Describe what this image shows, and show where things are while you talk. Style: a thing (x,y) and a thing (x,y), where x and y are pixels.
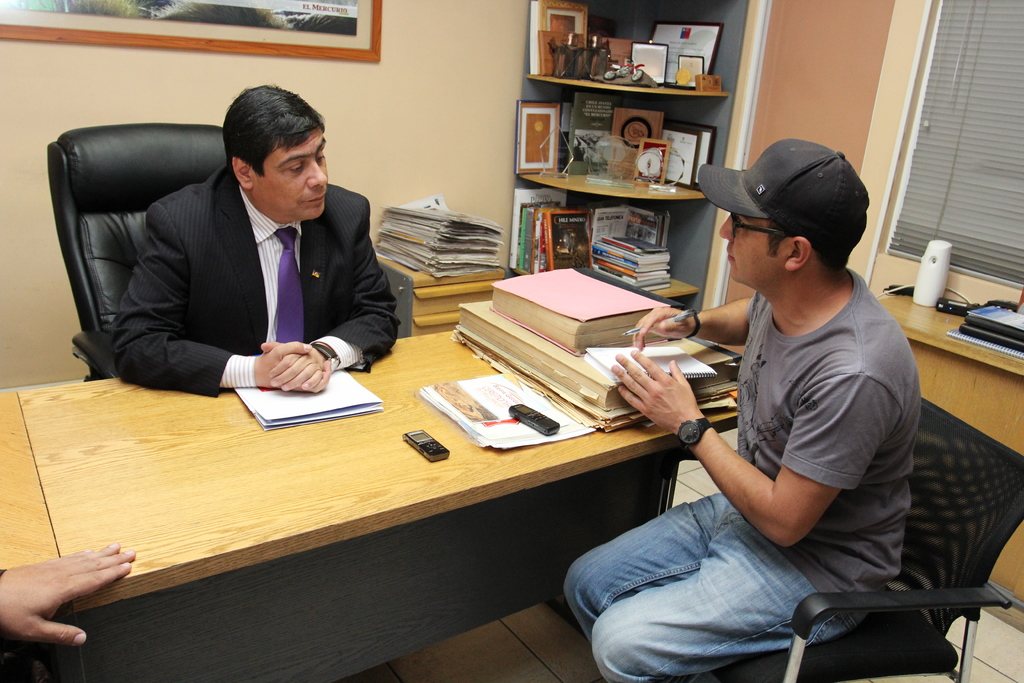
This image is clicked inside a room (28,288). There is a table (278,463) and two chairs (80,334). People (234,260) are sitting on two chairs (116,132). On the table (421,496) that are mobile phones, papers (463,430), books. On the right side (921,186) there is a window blind (932,218). There is a shelf (676,226) in the middle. There are Shields (623,167) and books (555,220) in that shelves (520,187). There is a photo frame (242,47) on the top (13,10).
